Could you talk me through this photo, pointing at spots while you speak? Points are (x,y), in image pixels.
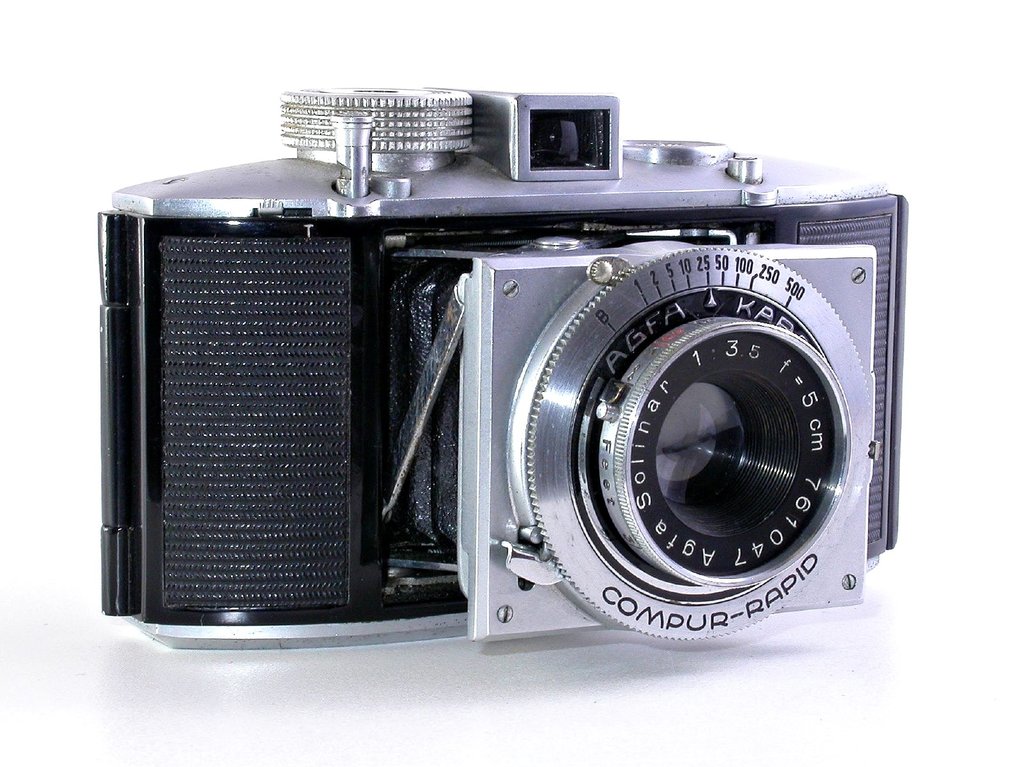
In the image there is a camera (484,359) and the background (11,161) is in white color.
